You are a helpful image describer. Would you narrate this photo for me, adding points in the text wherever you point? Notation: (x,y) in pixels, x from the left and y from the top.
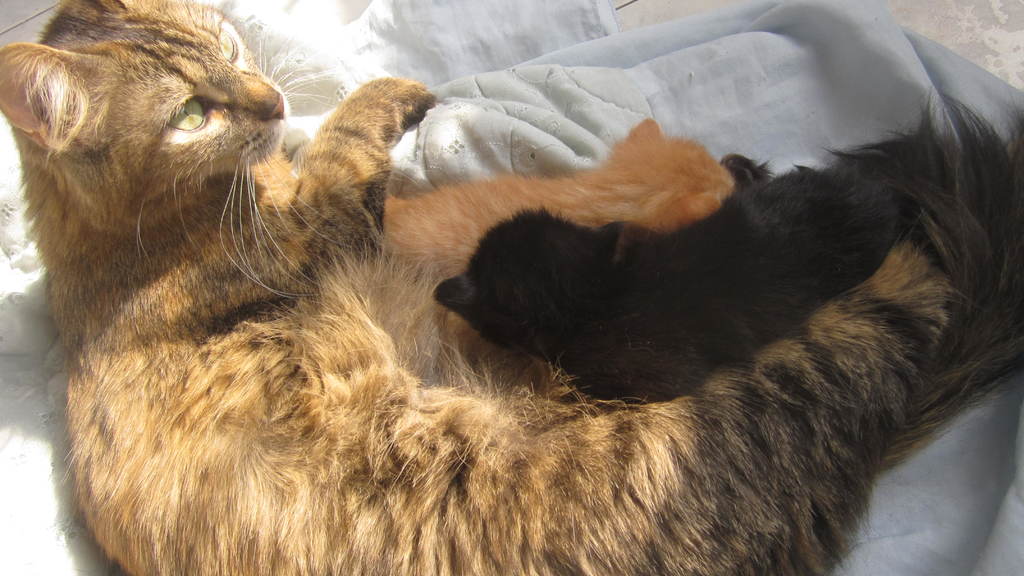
There are three cats (279,280) present on a white color cloth (473,137).
